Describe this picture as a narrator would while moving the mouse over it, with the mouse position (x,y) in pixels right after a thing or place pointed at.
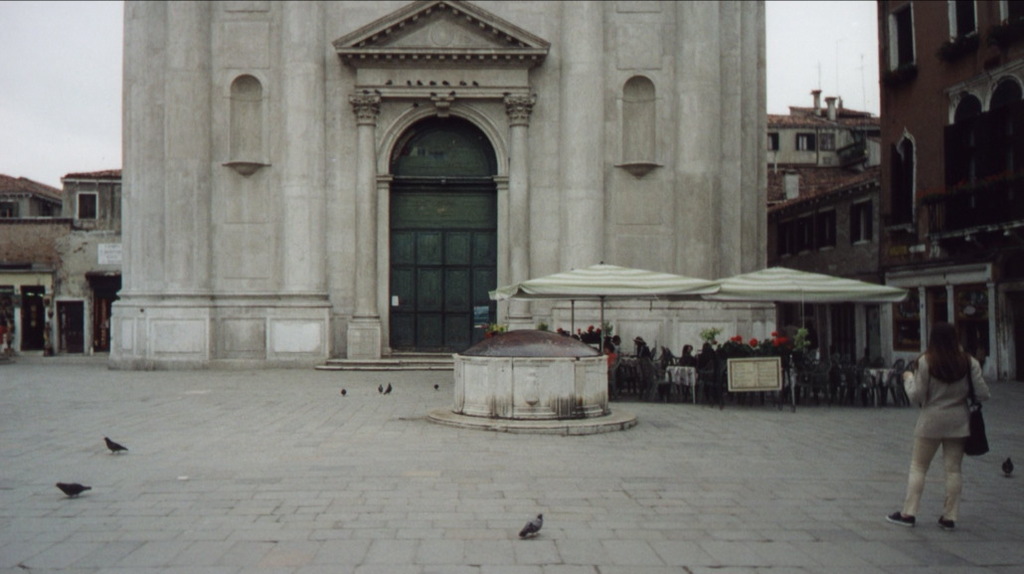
Right side of image (947,472) there is a woman (930,440) standing and she is carrying a bag (983,431). Few persons (713,369) are sitting on the chairs (713,369) under umbrellas (709,286). Few birds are on the floor (258,418). Background (18,330) there are few buildings (359,222). Top of image (60,40) there is sky (12,47).
